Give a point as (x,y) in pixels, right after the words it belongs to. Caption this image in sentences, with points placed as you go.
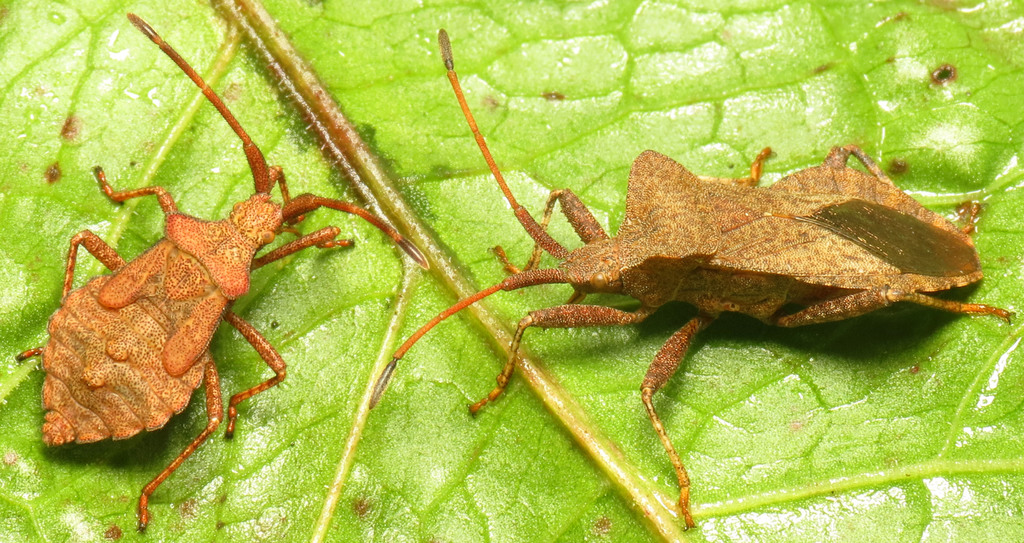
In this image, I can see two insects (748,299) on the green leaf (364,107).
